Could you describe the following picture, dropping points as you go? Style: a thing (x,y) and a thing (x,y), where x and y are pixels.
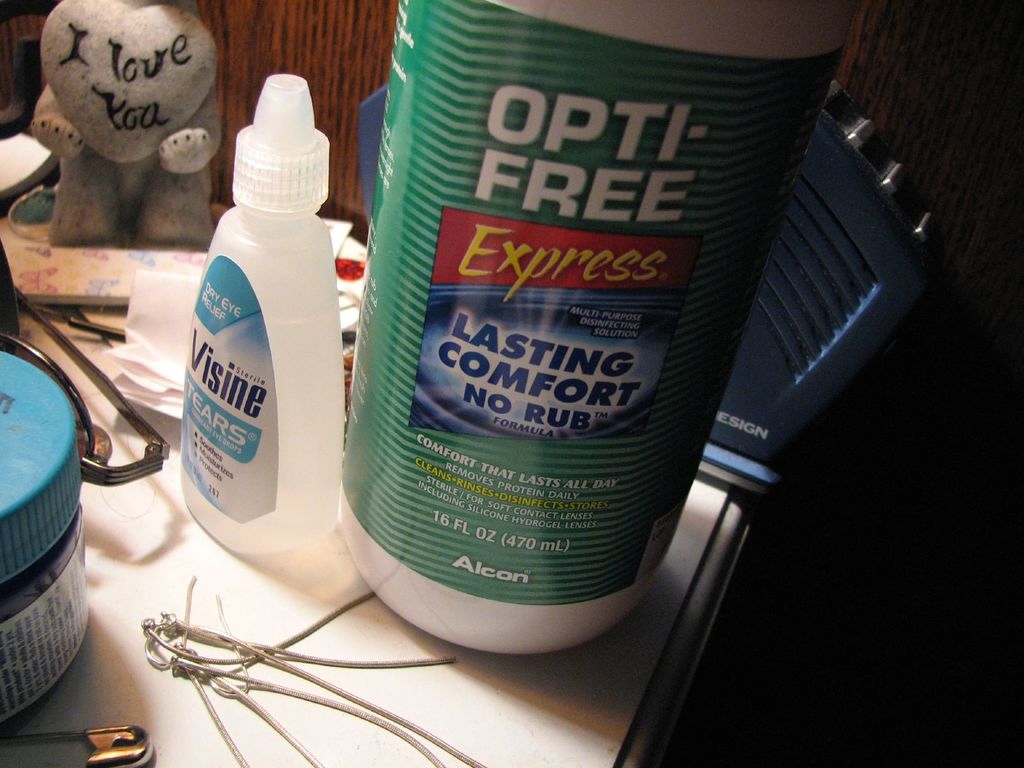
In a picture there is a table (469,721) on which one big bottle (385,510) and small bottle (300,409) and some pins (183,647) and glasses (84,355) and a small doll (186,121), papers (145,305) on it.
